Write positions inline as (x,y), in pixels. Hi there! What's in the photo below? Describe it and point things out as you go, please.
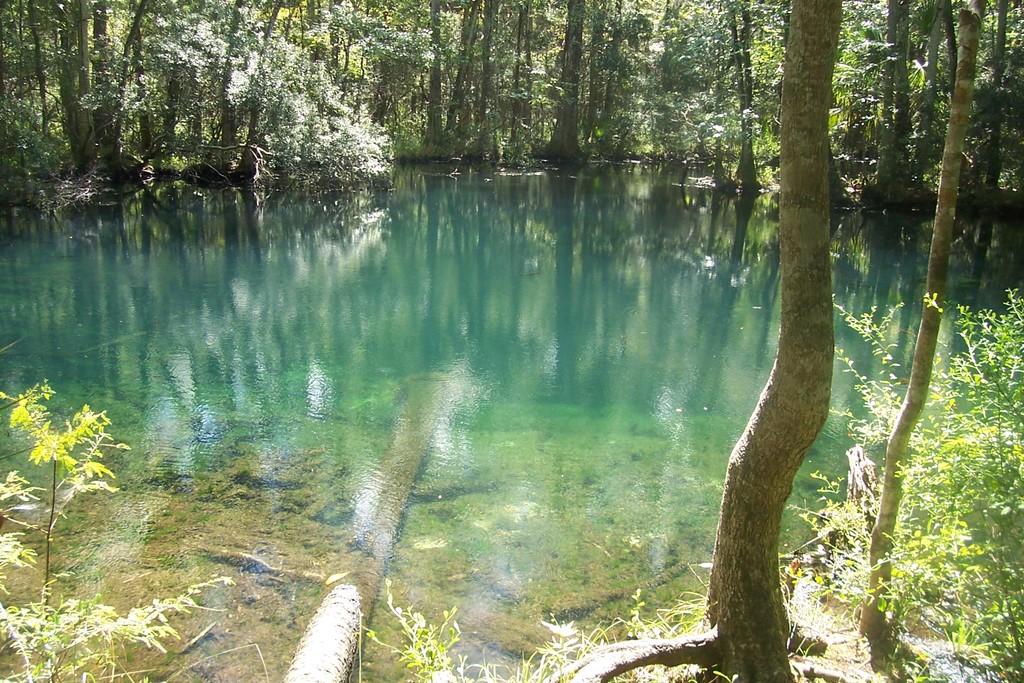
In the background (513,41) we can see trees (701,90). In this picture we can see a water body (412,371) and plants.
